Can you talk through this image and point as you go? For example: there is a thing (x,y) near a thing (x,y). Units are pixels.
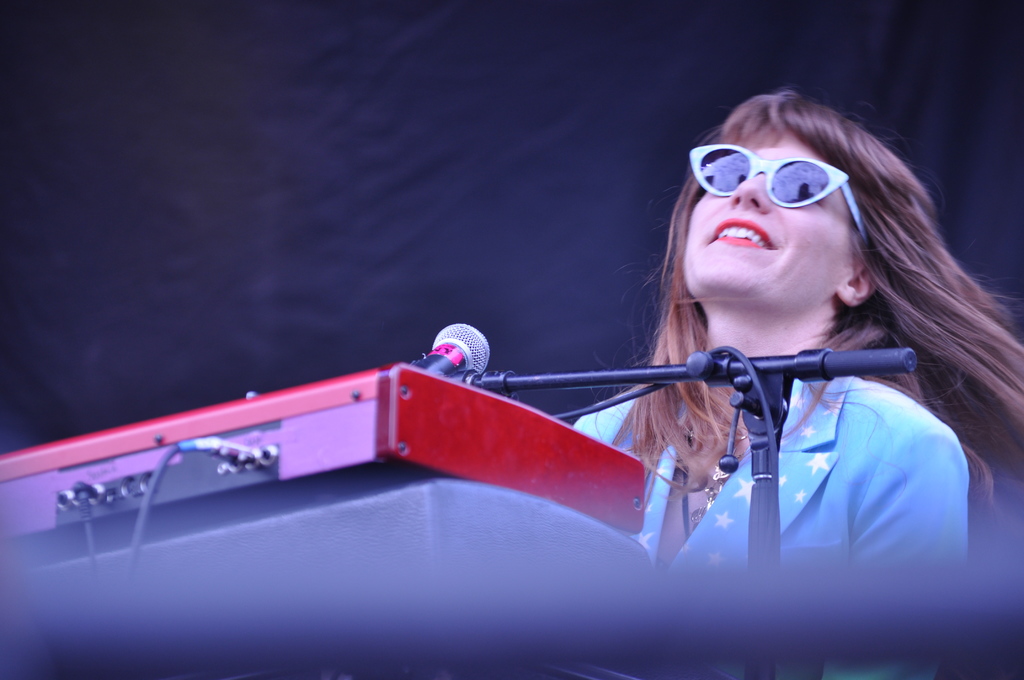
In this image there is a girl (691,392) on the right side (709,224). In front of her there is a mic (467,368). On the left side (302,470) it seems like a keyboard (316,436) to which there are wires (224,448) which are connected to it. In the background (338,203) there is a black color cloth (420,184).
